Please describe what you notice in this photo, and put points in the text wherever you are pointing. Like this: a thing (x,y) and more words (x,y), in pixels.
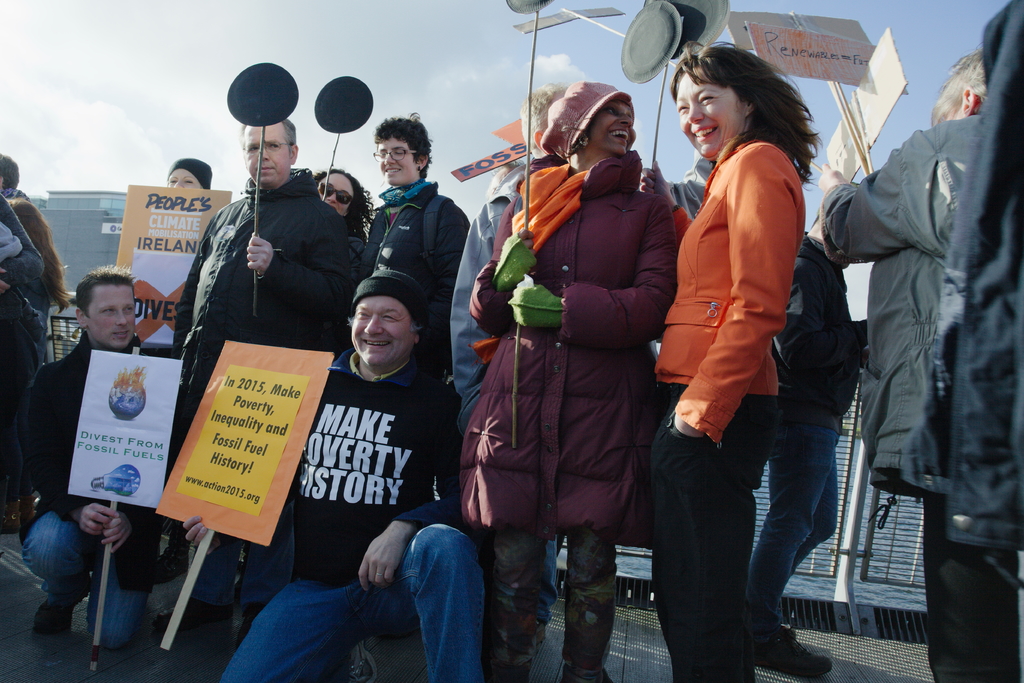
In front of the image there are people (647,365) holding the placards (130,362). Behind them there is a metal fence (827,538). There is water (834,586). In the background of the image (193,124) there are buildings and sky (166,57).
